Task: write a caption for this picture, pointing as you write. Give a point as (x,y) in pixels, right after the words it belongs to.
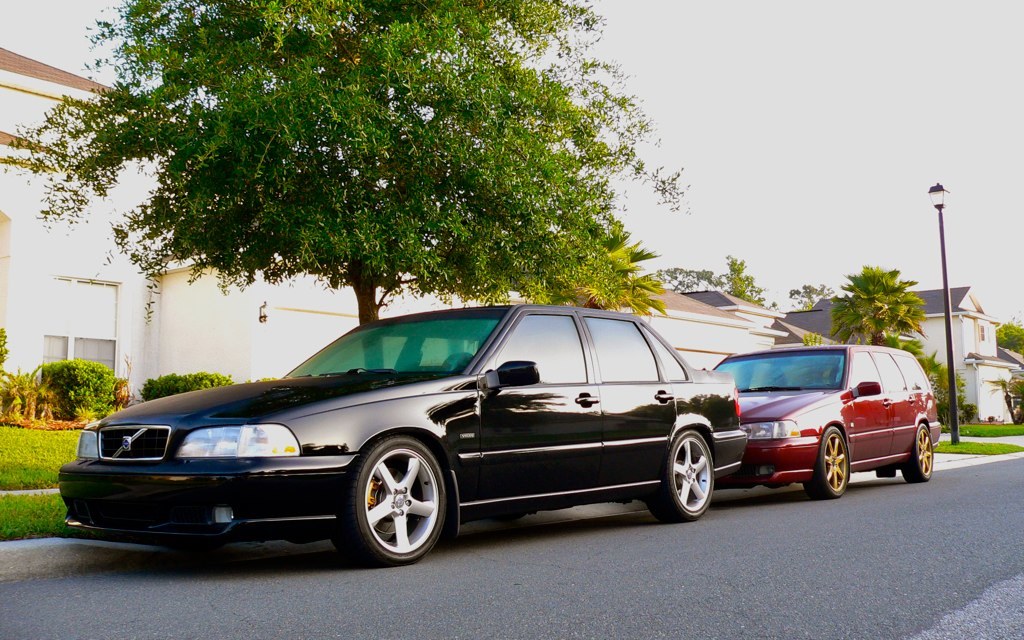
In this image we can see cars (447,387), trees (291,243), buildings (295,304), grass (29,439), road (301,602), bushes (94,384), street pole (957,433), street light (937,204) and sky (973,195).
